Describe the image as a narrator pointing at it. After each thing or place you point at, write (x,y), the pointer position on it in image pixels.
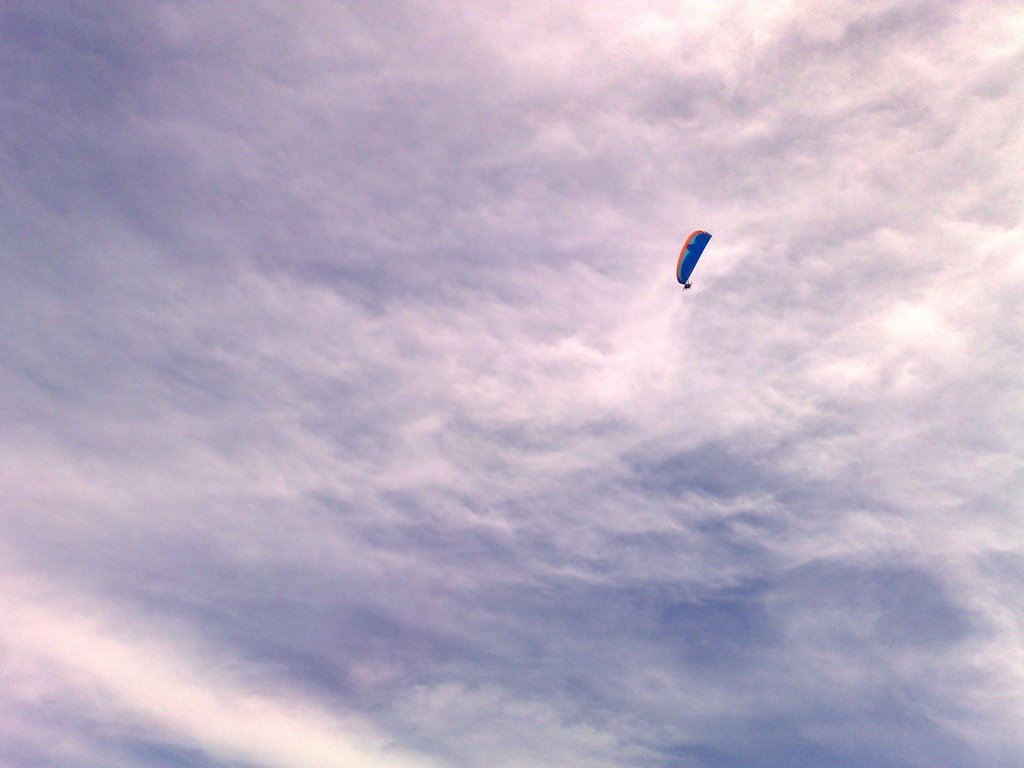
As we can see in the image there is sky (313,582), clouds (492,570) and parachute (689,263).
